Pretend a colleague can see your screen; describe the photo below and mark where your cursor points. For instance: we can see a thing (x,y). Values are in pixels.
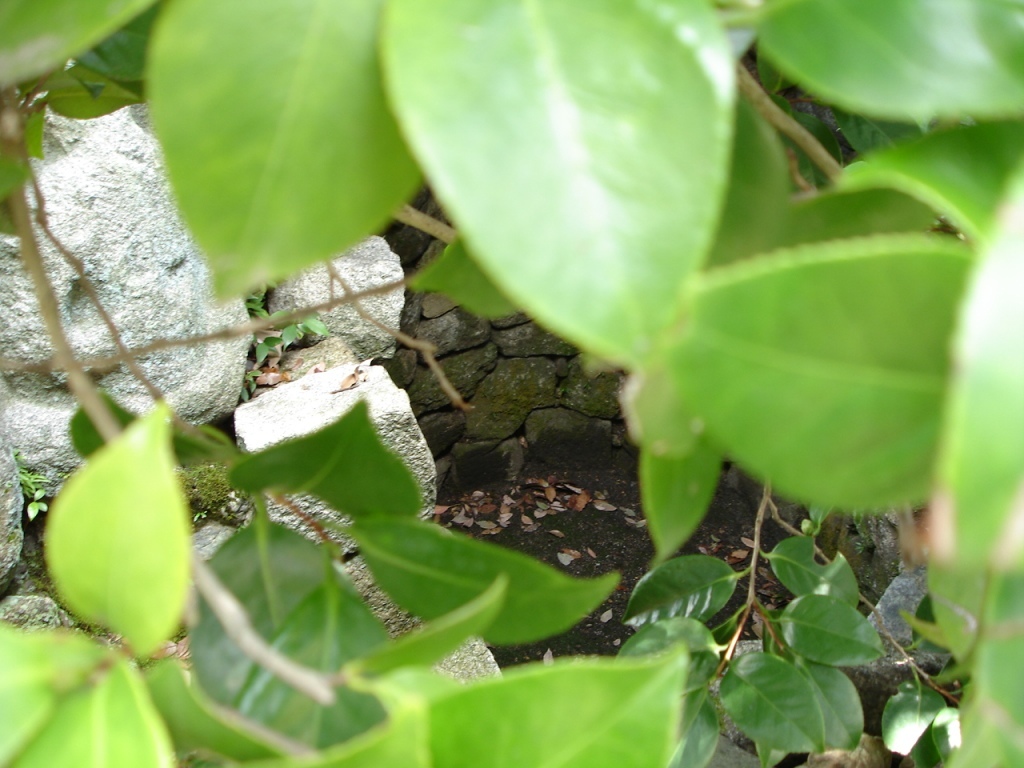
In this picture we can see leaves (301,232) and in the background (165,321) we can see stones (457,328).
